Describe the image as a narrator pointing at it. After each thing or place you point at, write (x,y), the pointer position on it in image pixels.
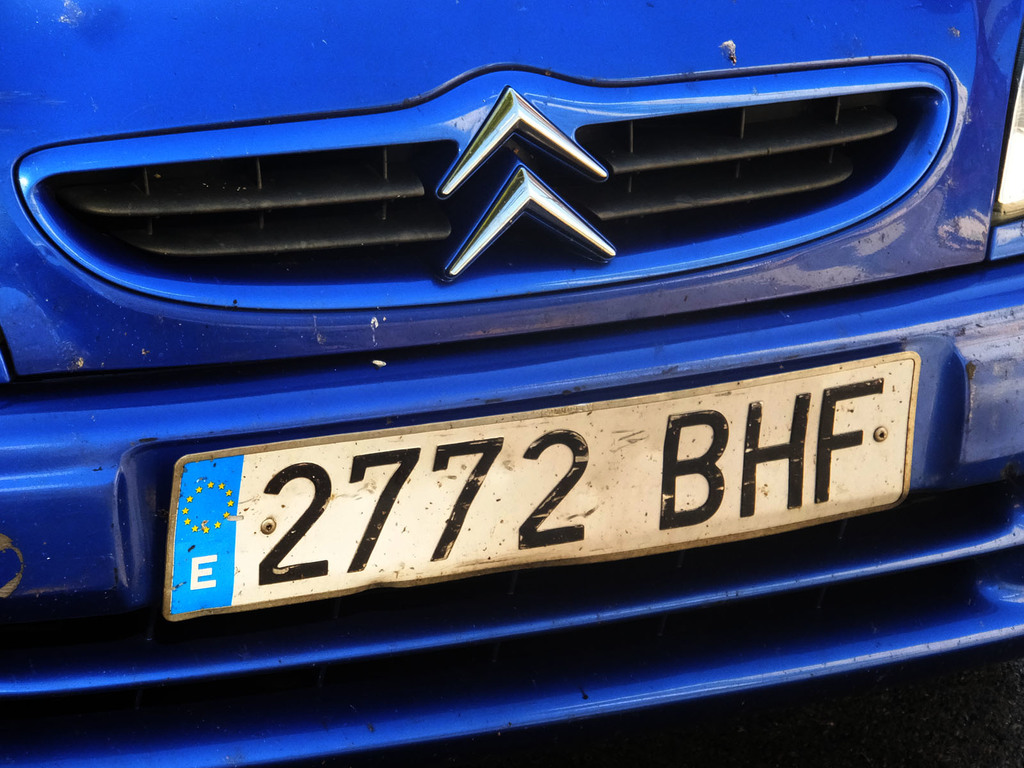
In the image we can see a vehicle (435,232) and number plate (535,469) of the vehicle (369,370).
